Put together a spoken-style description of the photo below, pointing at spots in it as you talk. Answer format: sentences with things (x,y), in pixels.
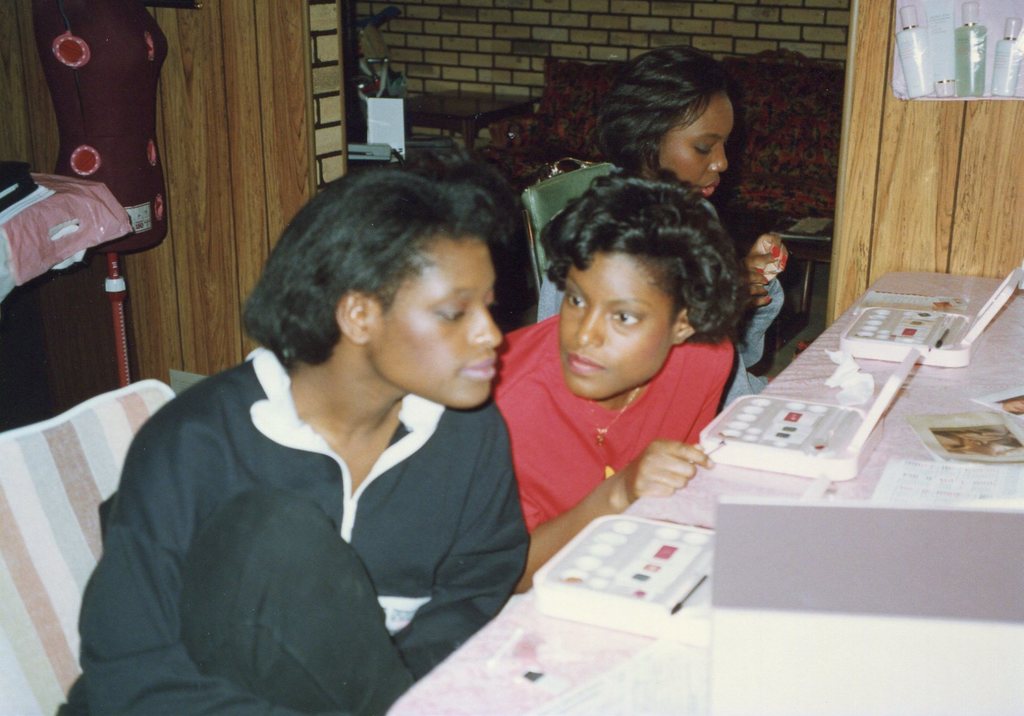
In this image, we can see three girls (582,422) sitting on the chairs (66,601). There is a table (959,391), we can see some objects (850,416) on the table (979,391). In the background (630,15), we can see the brick wall (535,15).
